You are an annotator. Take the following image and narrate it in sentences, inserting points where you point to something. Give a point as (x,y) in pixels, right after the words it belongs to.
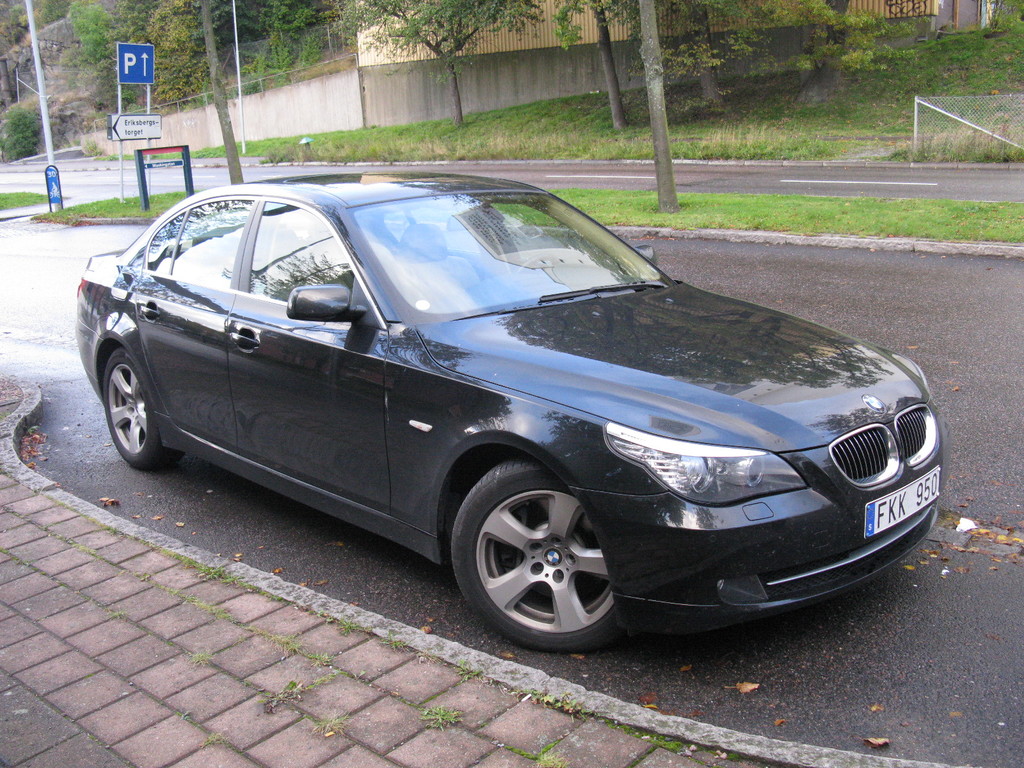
In this picture I can observe a black color car (246,371) on the road (806,642). I can observe footpath (174,624) beside the car (230,377). On the left side (124,60) there are two boards (131,79) in blue and white color. In the background (142,35) there are some trees (660,143).
